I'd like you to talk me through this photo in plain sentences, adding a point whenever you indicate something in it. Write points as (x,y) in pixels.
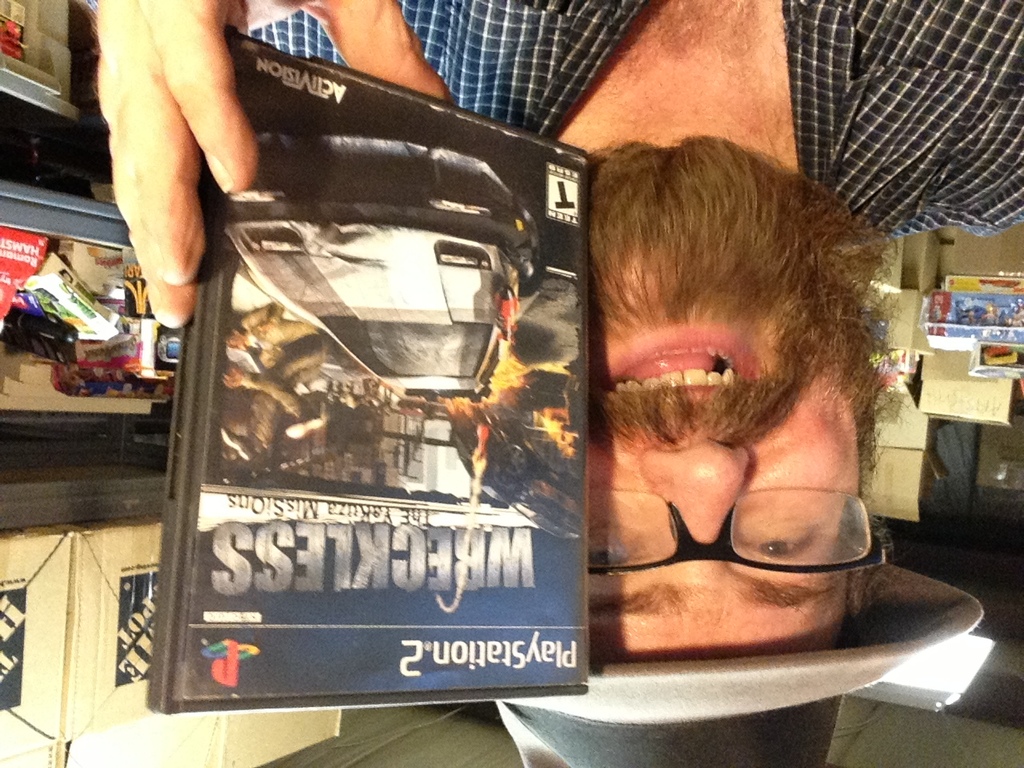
There is a person (770,61) in a shirt (847,35), holding a CD (235,554) with one hand (349,30) and smiling. In the background (42,327), there are some objects (104,287) on a shelf (121,513) and there are boxes (995,276).
